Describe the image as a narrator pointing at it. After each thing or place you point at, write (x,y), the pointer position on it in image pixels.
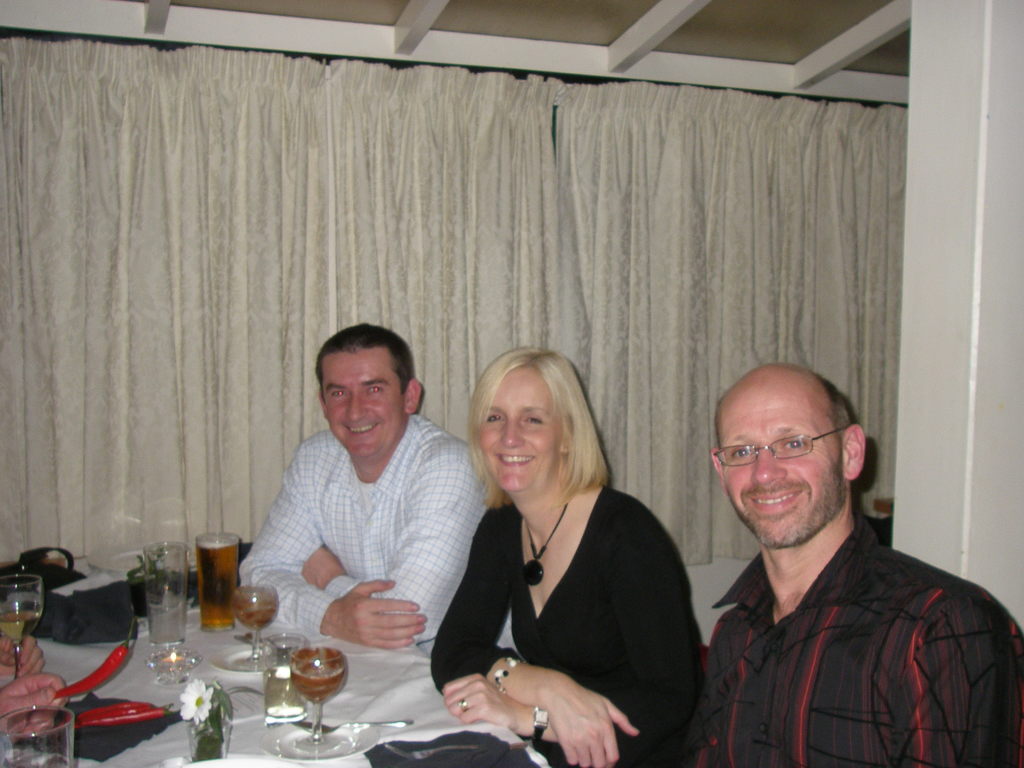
On the right side (903,557), there are two men (937,671) and a woman (598,475) smiling and sitting in front of a table (422,692), on which there are glasses (311,659), a flower vase (215,732) and other objects (69,611). In the background (813,249), there is a curtain (550,205) and there is a roof (507,13).
